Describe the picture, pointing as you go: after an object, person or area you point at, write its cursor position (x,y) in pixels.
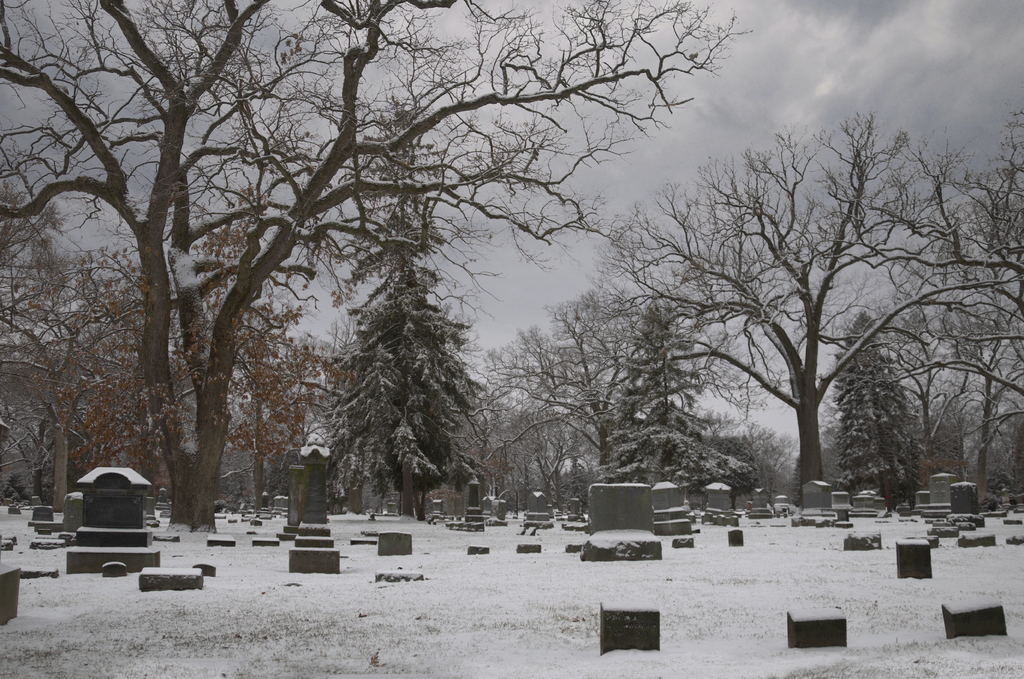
In this image we can see many trees (664,321). We can see the snow (553,570) in the image. We can see the graveyard (507,551) in the image. We can see the cloudy sky (700,104) in the image.
